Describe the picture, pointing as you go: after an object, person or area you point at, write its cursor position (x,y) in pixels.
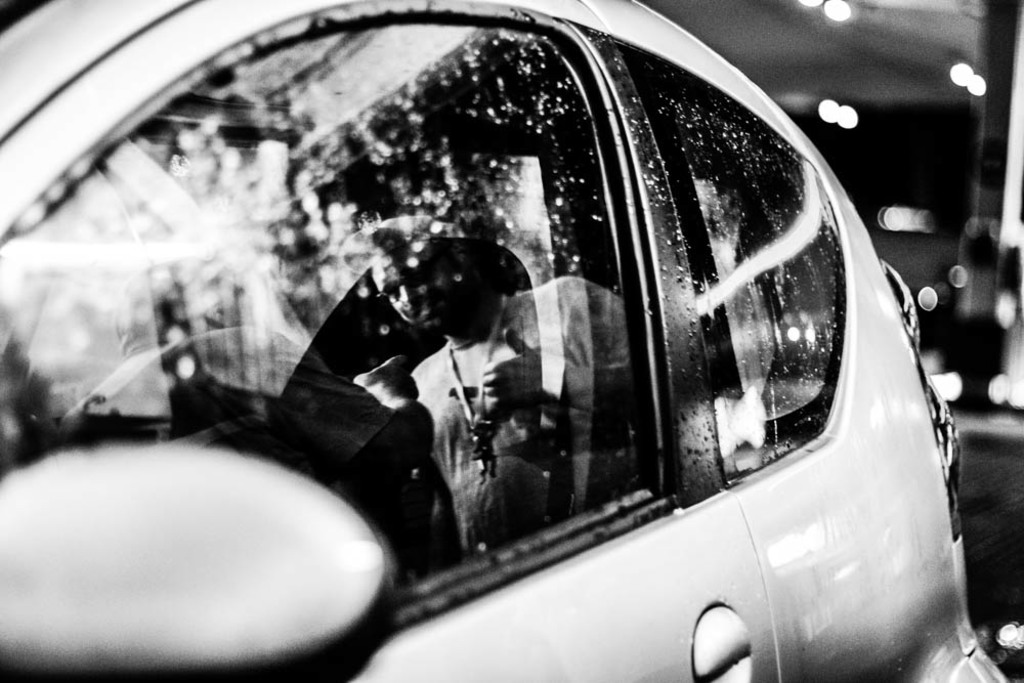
This is a black and white image. In this image, we can see a car (680,167), in the car (569,458), we can see mirror image (558,436) of a person (511,482). In the background (864,173), we can see black color and some lights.
